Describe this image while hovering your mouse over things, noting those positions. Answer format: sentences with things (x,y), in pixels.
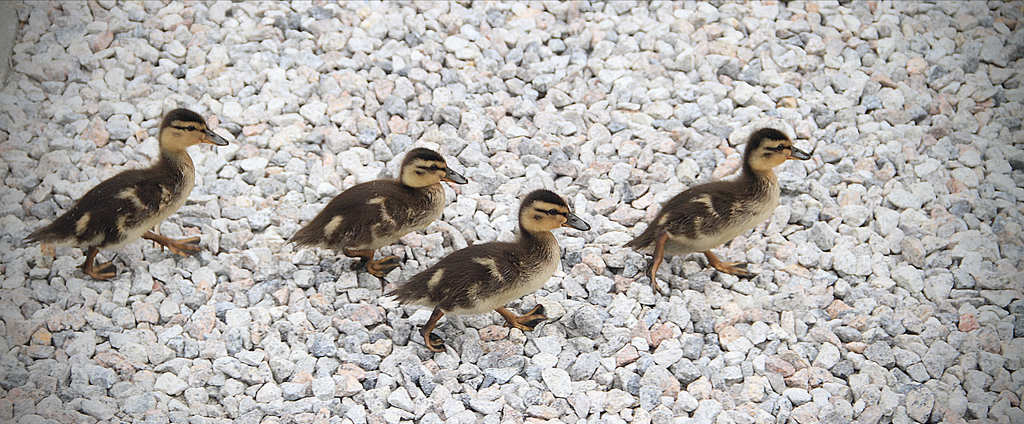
In this image I see 4 birds (763,144), in which all of them are of brown and cream in color and I see number of stones (428,103).
